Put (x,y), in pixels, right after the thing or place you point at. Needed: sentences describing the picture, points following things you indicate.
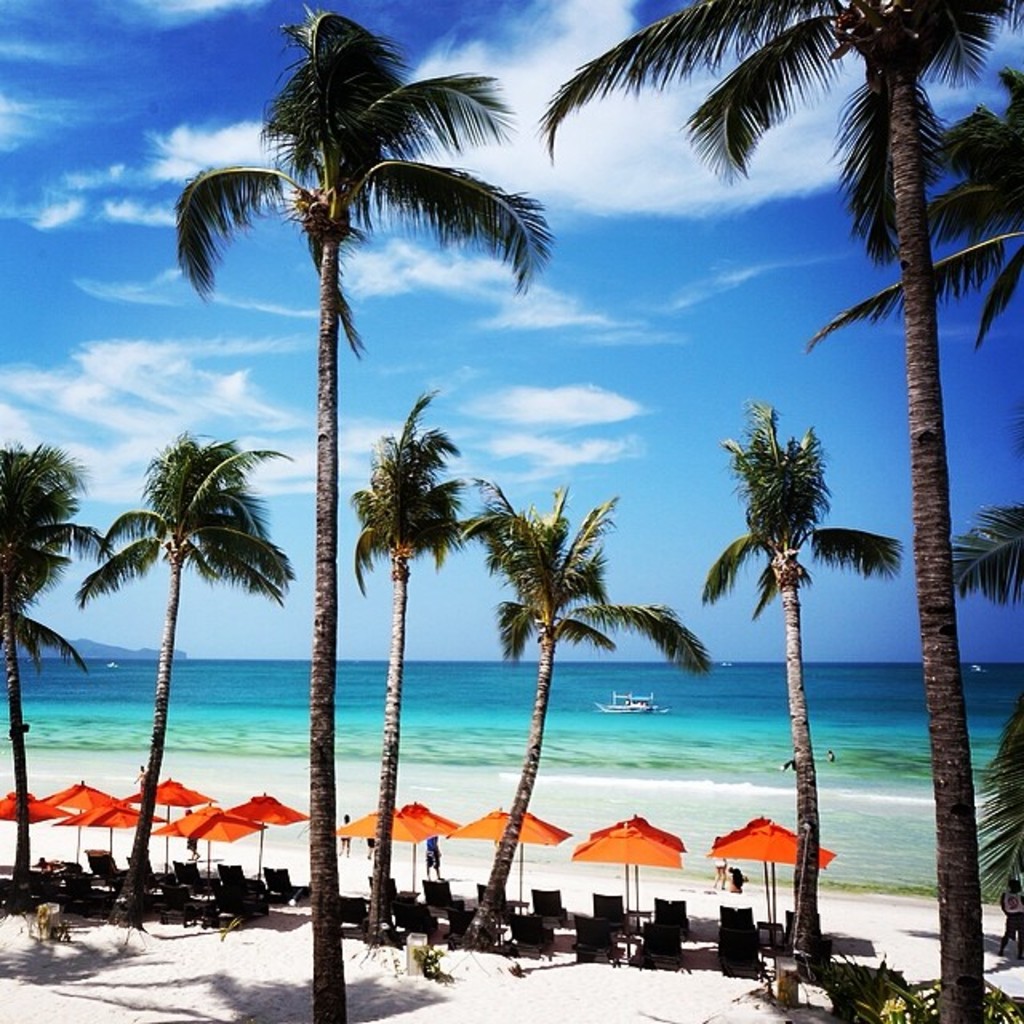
In this picture there are many coconut trees (872,137). In the front (246,901) bottom side there are some benches (746,937) and orange color umbrella (167,820). Behind there is a blue sea water (446,723) and a small boat (627,705). Above there is a sky (221,649).
